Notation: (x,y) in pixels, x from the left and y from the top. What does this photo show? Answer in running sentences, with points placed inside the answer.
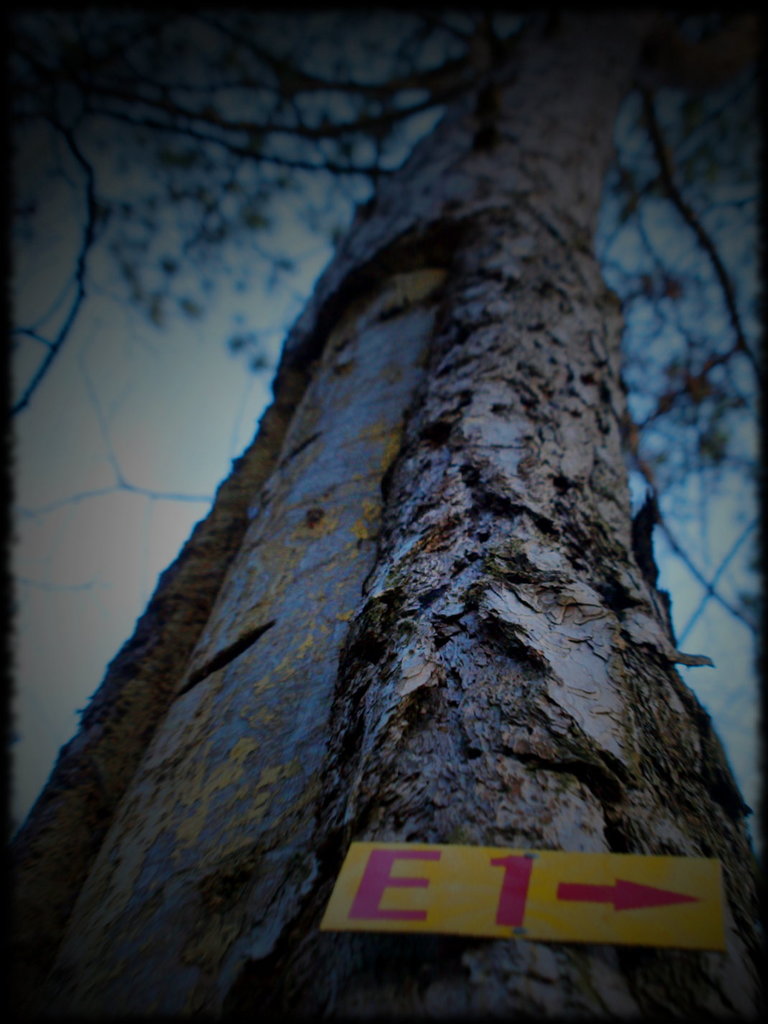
In front of the picture, we see the stem (368,575) of the tree (373,737). At the bottom (594,921), we see the yellow color board (554,875) with some text (526,869) written. In the background (735,490), we see a tree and the sky (190,437).
